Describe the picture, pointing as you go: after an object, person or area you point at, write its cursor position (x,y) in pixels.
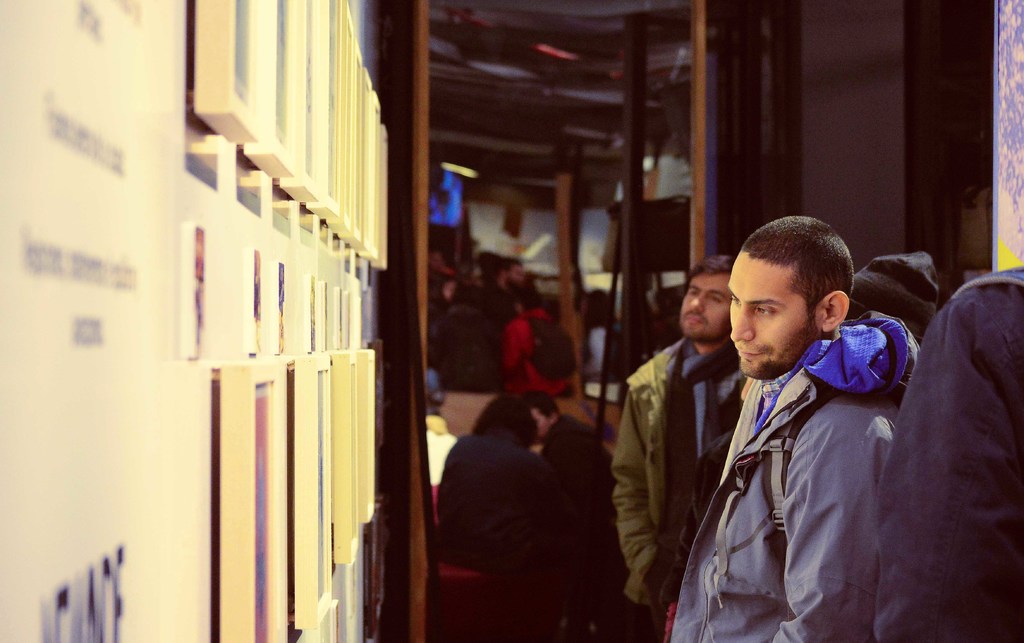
In this image on the right side (889,351) there are some people (830,367) standing, and some of them are sitting and on the left side of the image (209,374) there are boards (235,408), text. And in the background (400,247) there are some pillars (708,200), wall (872,206) and some objects (493,227). At the top (584,61) it looks like a ceiling (569,79).
